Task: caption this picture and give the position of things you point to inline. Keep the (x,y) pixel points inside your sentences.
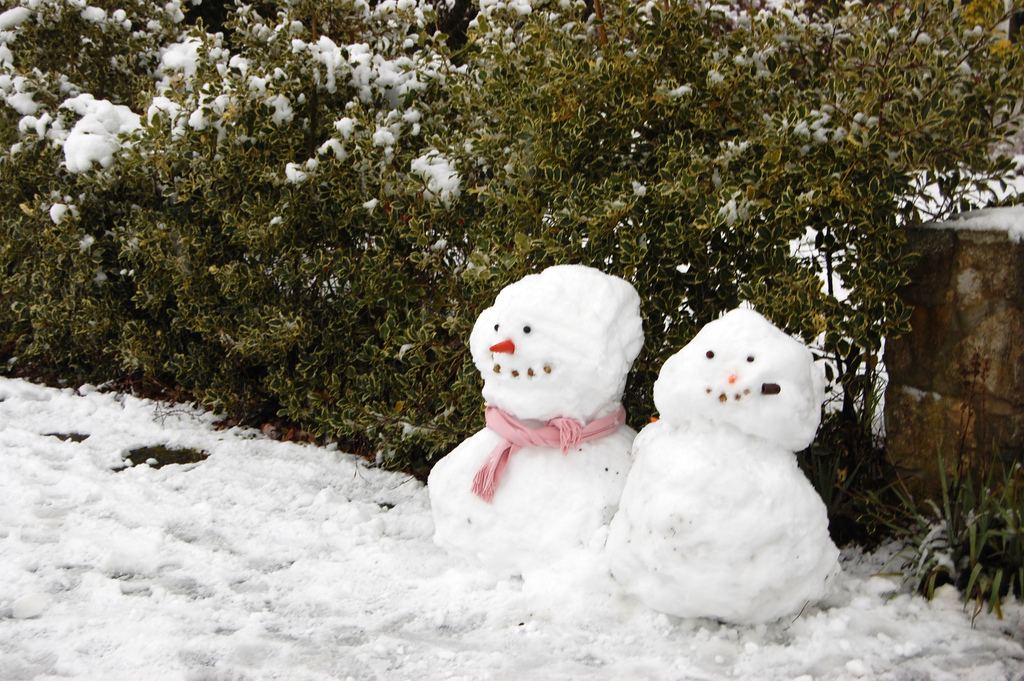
In this picture we can describe about two snow dolls (750,579) with pink color muffler (545,432) in the neck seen on the snow ground (933,640). Behind we can see plants (158,212) with full of snow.
